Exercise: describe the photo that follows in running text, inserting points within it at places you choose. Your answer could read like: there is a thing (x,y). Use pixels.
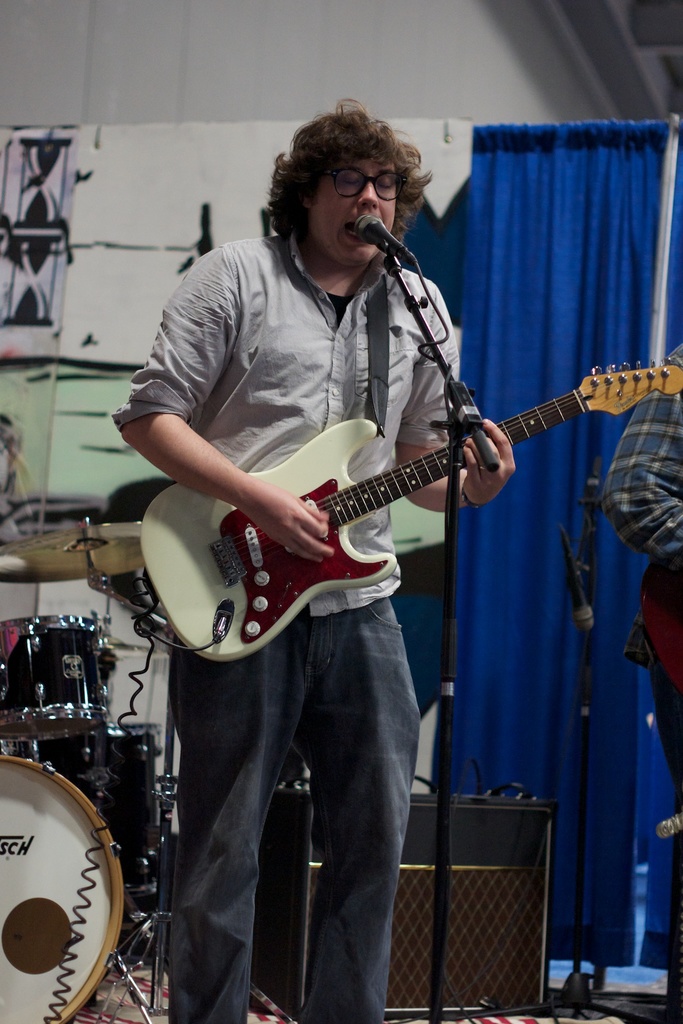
There is a man (345,219) standing and playing guitar (274,588) and singing, in front of this man (353,262) we can see microphone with stand (442,938), beside this man (357,912) we can see another person (655,680). In the background (562,509) we can see musical instruments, electrical device (507,821), microphone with stand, blue curtain (587,223) and wall (327,64).
